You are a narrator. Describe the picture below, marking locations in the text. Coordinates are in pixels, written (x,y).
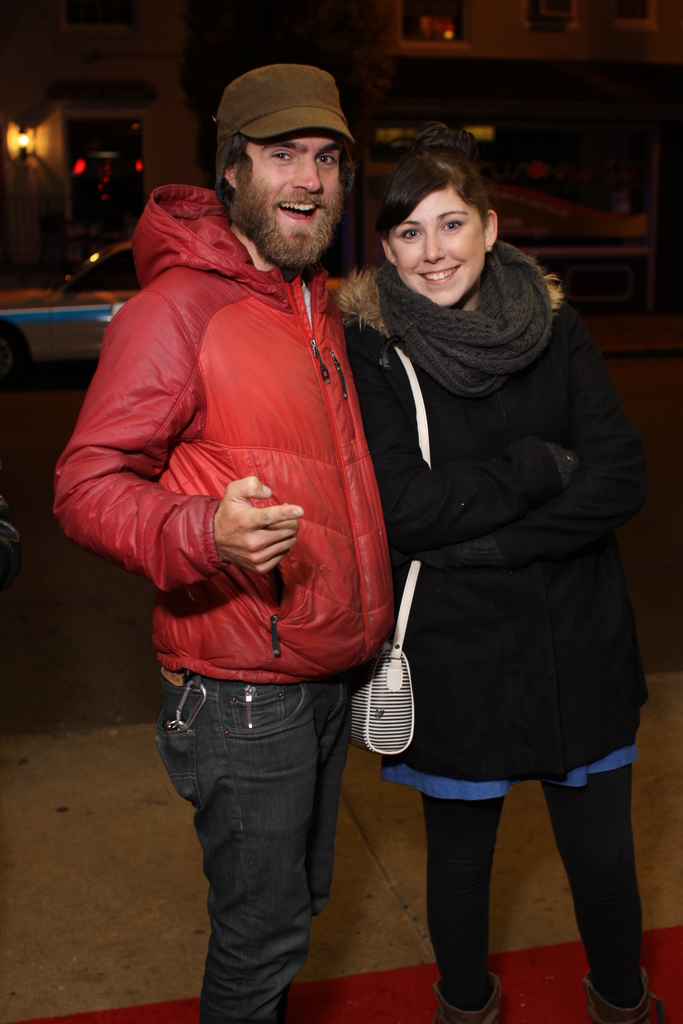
This image consists of two persons (429,584). On the right (582,595), there is a woman (565,634) wearing a black jacket (538,592). On the left (194,439), we can see a man (177,654) wearing a red jacket (191,431). At the bottom (141,843), there is a road (93,889). In the background (493,24), there are buildings (12,219) and we can see a car (40,349).
